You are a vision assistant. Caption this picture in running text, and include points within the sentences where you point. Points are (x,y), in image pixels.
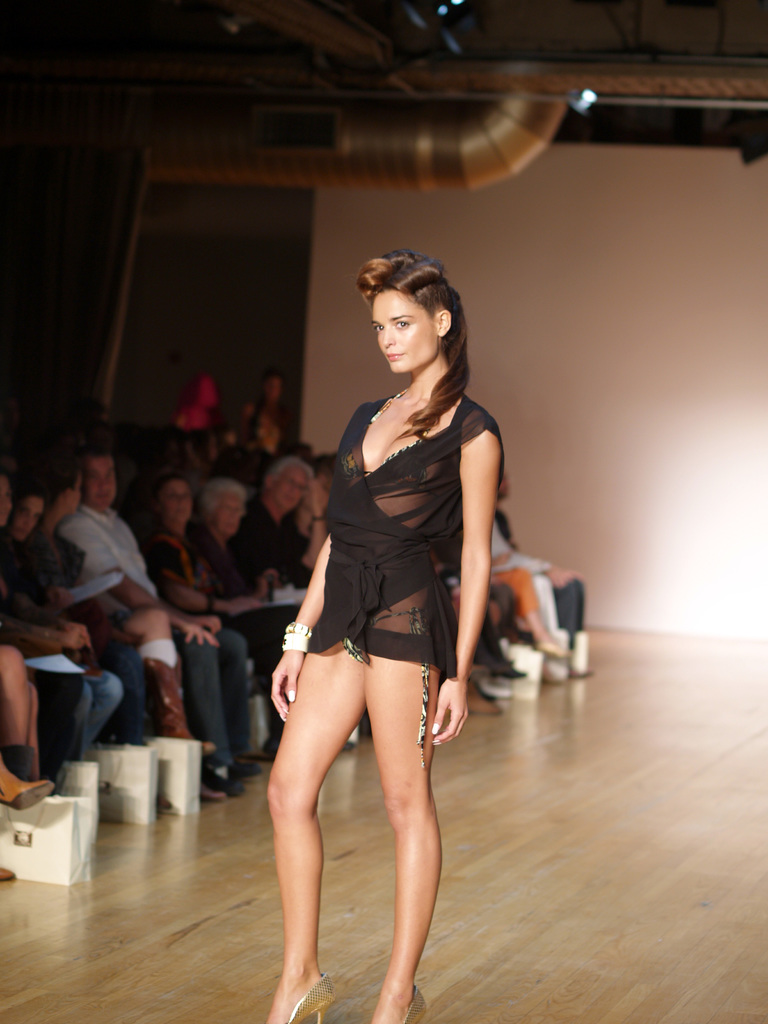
In this picture there is a girl (326,736) standing on the floor (331,874) and few people (185,586) sitting. In the background of the image (490,315) we can see wall (369,231).
